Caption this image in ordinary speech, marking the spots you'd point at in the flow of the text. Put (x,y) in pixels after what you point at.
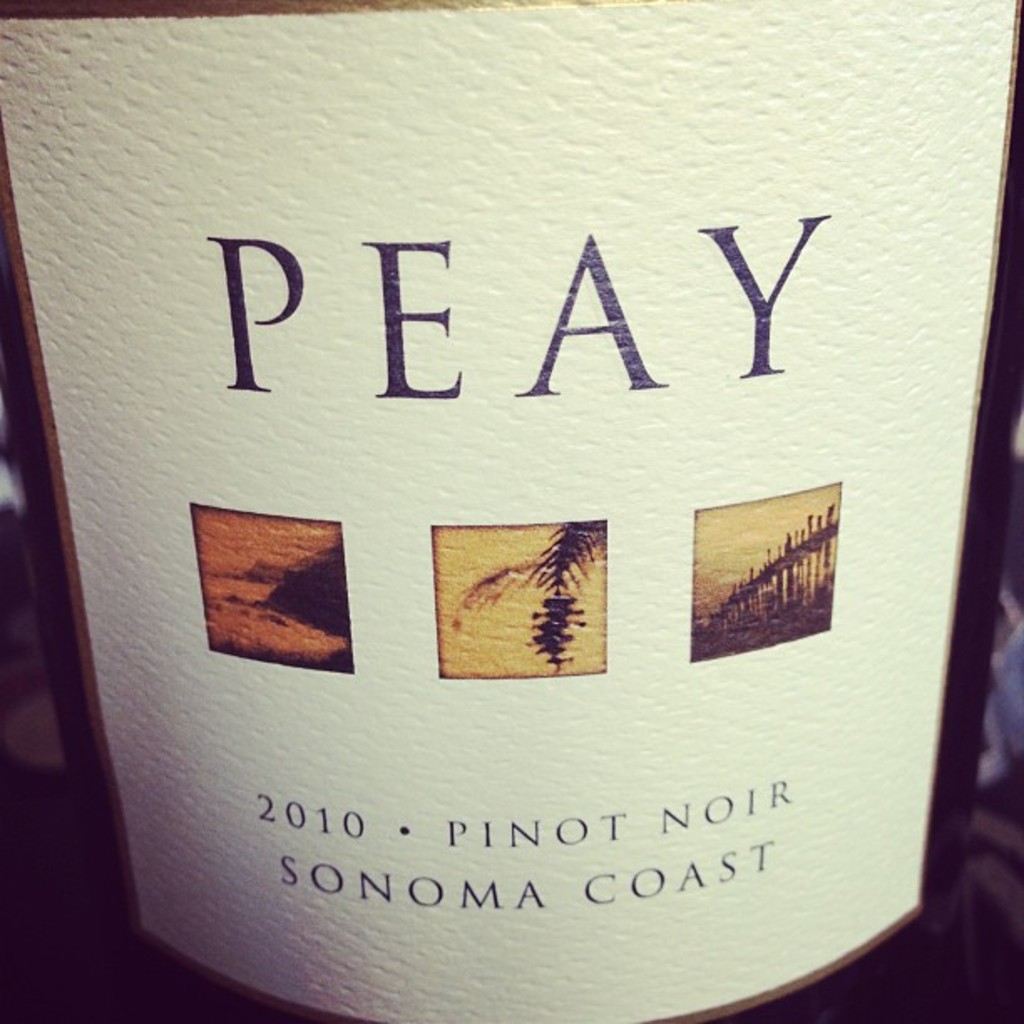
This image is taken indoors. In the middle of the image (484,480) there is a bottle (220,662) with a label (591,339) and on the label (527,545) there are a few images (519,594) and there is a text (606,287) on it.
